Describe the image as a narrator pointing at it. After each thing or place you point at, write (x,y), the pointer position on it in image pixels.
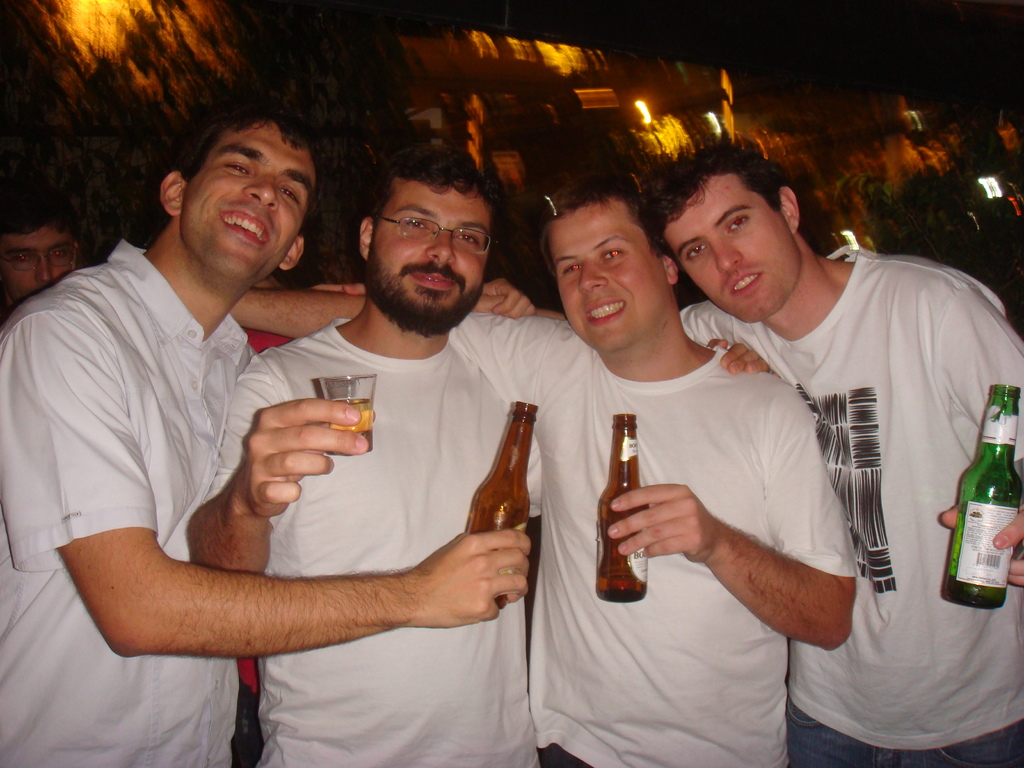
People (544,337) are standing holding bottle (501,477) and glass (361,403).
